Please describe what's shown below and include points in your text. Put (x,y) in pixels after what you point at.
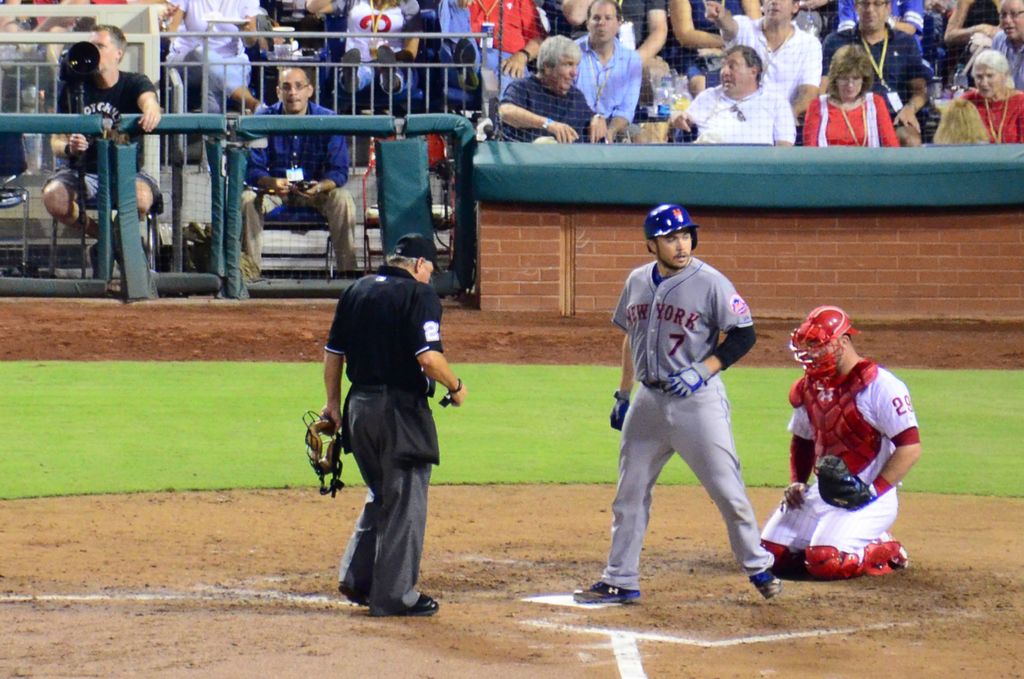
In the foreground (719,343) I can see three persons (639,523) on the ground (614,636). In the background (484,139) I can see a fence (462,206), wall (494,141) and a crowd (550,113) in the stadium (545,115). This image is taken may be on the ground (432,538).
